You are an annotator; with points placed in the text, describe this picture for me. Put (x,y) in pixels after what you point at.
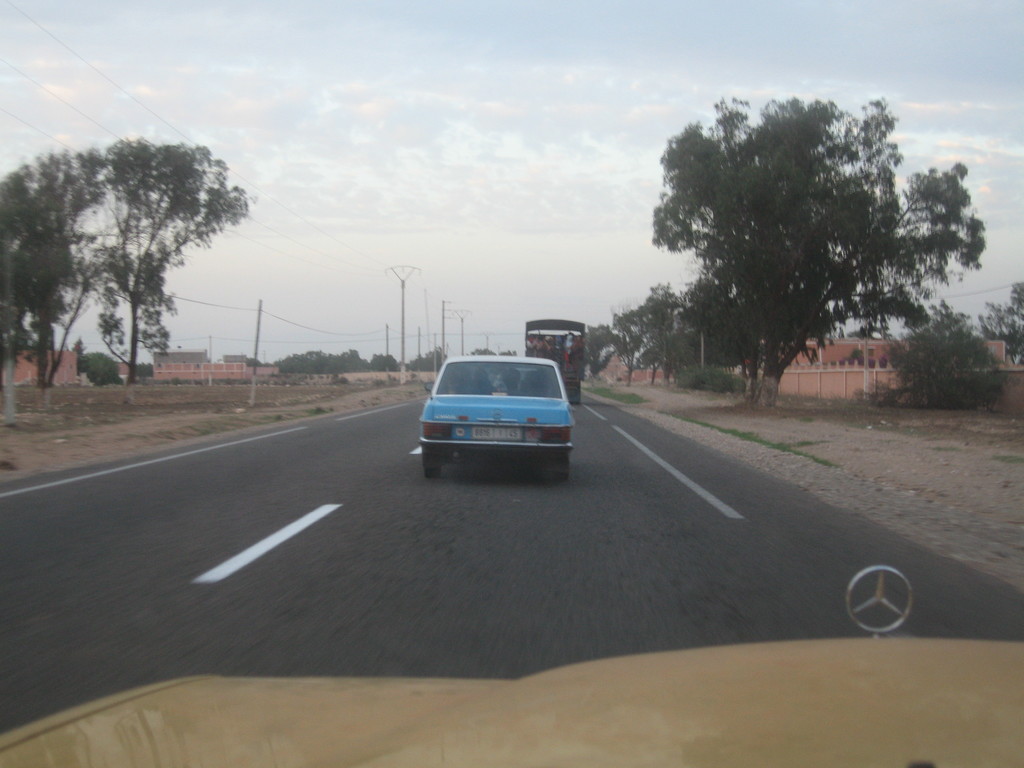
In this picture we can observe a cream color car bonnet (479,689). There is a road (391,536) on which some vehicles (496,393) were moving. On either sides of this road (531,481) there are some trees (706,339) and poles (703,352). On the right side (879,353) we can observe a wall (805,380) and a building (826,361). In the background (438,170) there is a sky (470,144).
